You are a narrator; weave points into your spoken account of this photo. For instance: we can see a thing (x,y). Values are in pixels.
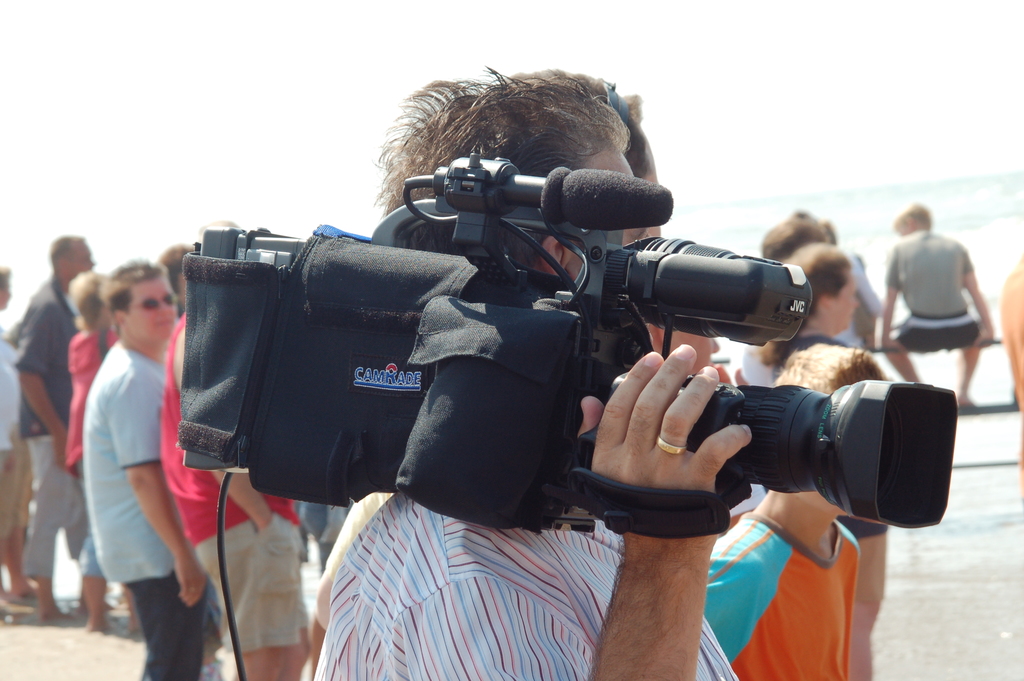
As we can see in the image there is a sky (803,47), few people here and there and the man (561,569) who is standing here is holding camera (506,445).
